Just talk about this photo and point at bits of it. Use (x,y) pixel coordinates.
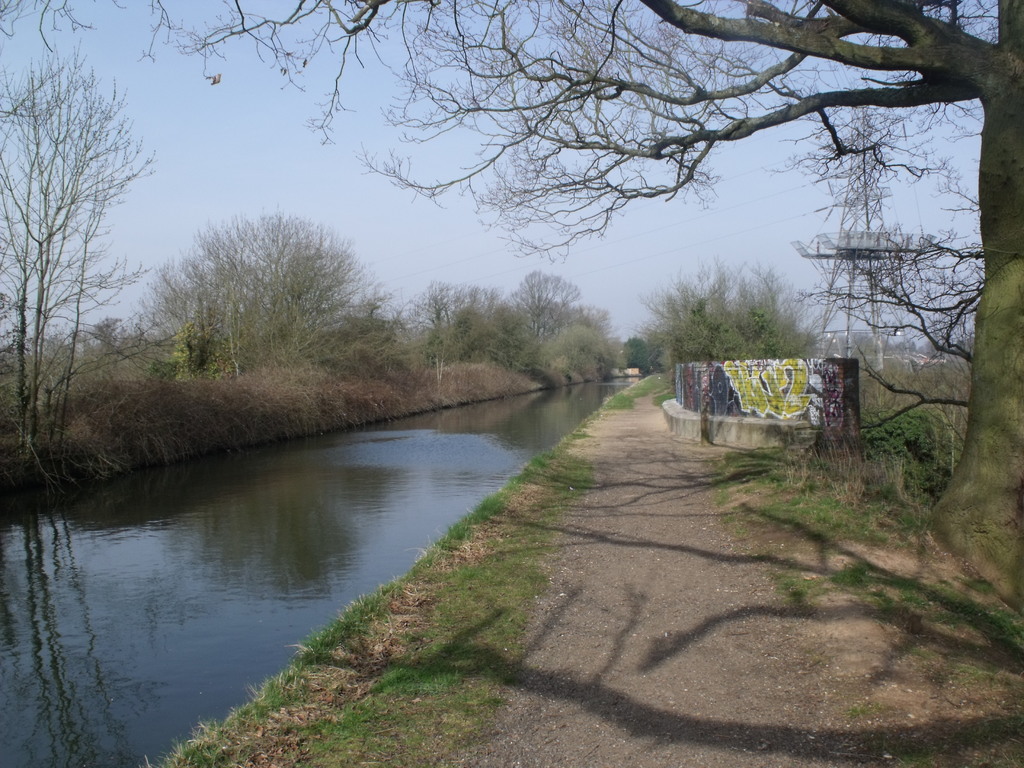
In this image I can see grass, a wall (676,401), water (413,423), number of trees (493,352), a tower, few wires (807,219) and the sky (267,150). I can also see painting (771,387) on this wall (790,397) and I can see shadows (663,720) over here.
